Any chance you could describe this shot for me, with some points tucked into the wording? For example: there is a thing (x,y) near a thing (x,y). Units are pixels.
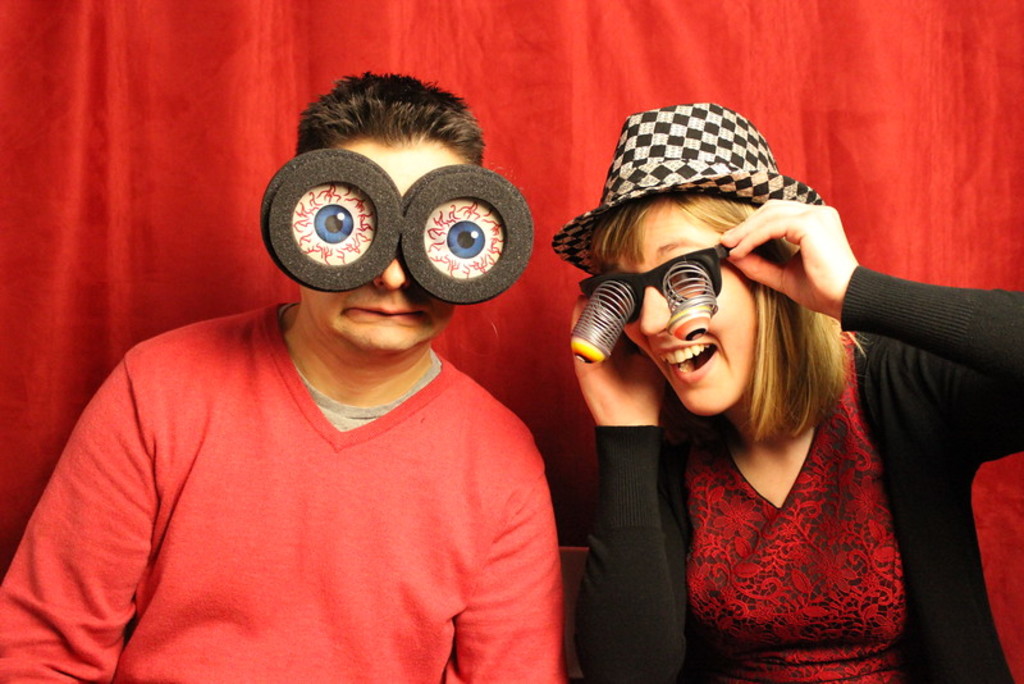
In this picture I can see a man (340,628) and woman (627,674) seated and I can see woman (789,265) wore a cap (658,118) on her head (646,115) and I can see a curtain (750,55) on the back (563,97) and both of them wore eyewear (582,347).
